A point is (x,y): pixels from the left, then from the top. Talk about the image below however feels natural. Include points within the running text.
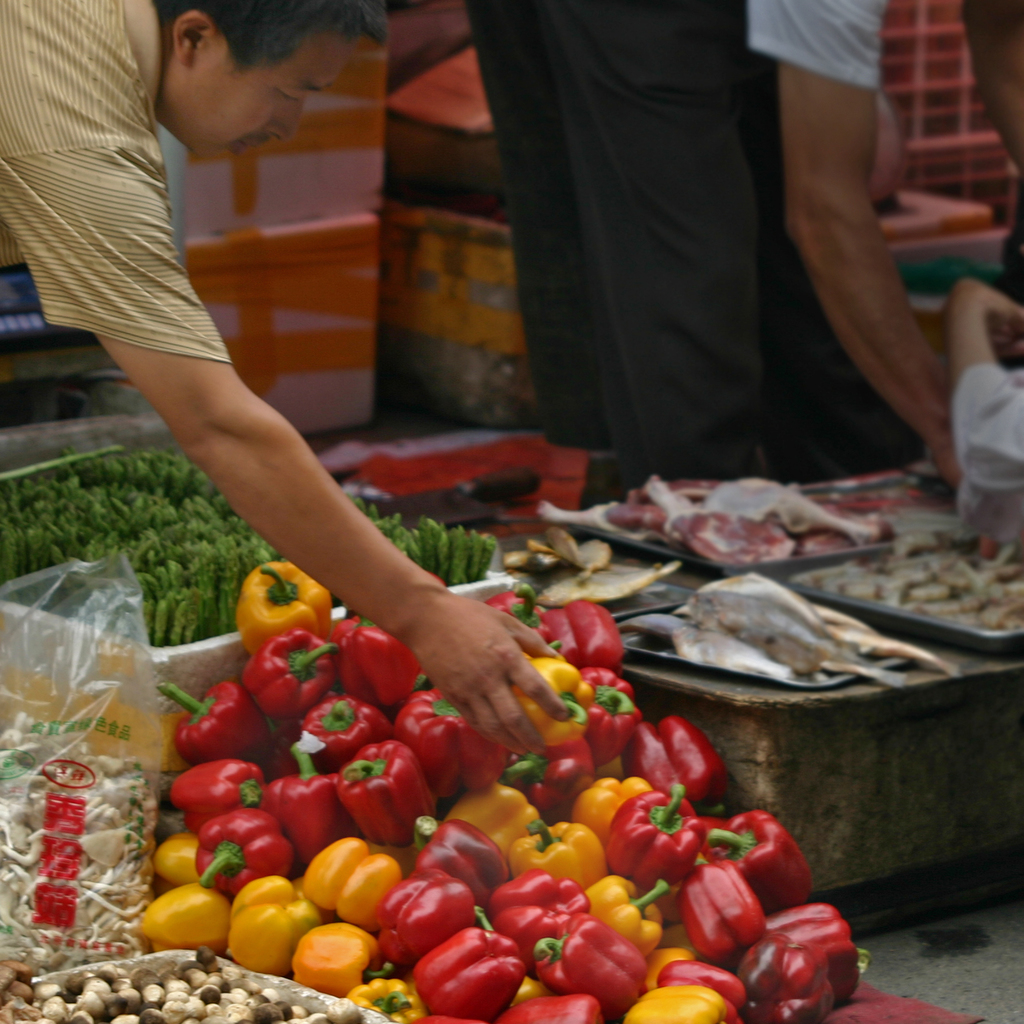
In this image, I can see a person (513,743) holding a bell pepper (526,697). There are bunch of bell peppers (626,768), meat (837,534) and few other vegetables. On the right side of the image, I can see a person's hand (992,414). In the background (379,351), there are thermocol storage boxes (388,282), objects (400,90) and the legs (541,254) of two persons (541,254).
